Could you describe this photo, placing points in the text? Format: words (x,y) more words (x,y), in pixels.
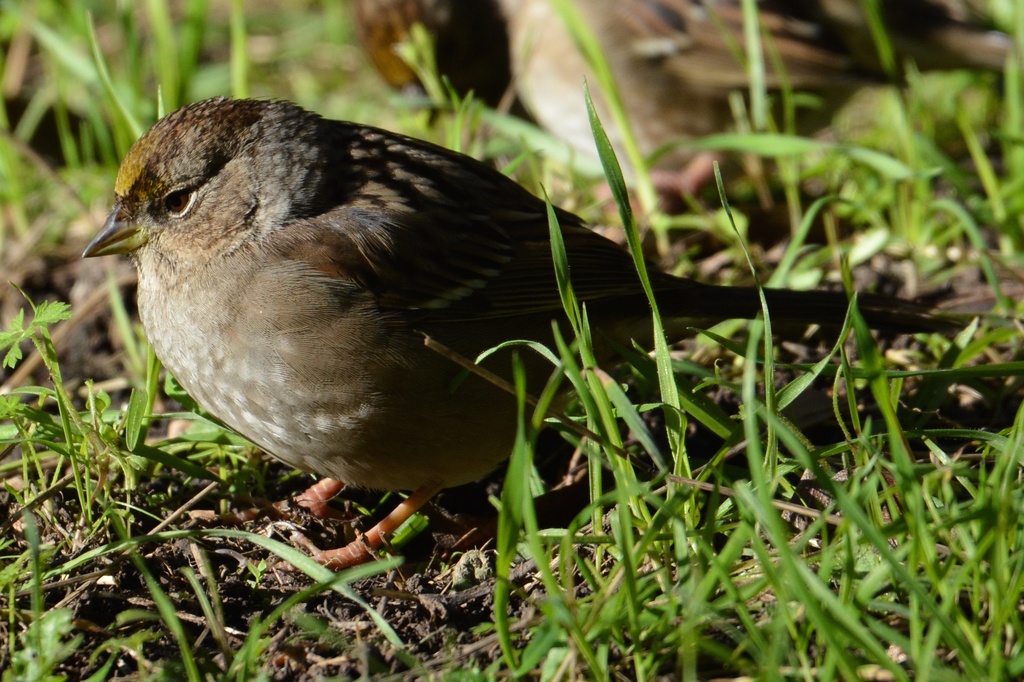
In this picture we can see a bird (288,448) on the land (370,581), around we can see some grass (688,510).
